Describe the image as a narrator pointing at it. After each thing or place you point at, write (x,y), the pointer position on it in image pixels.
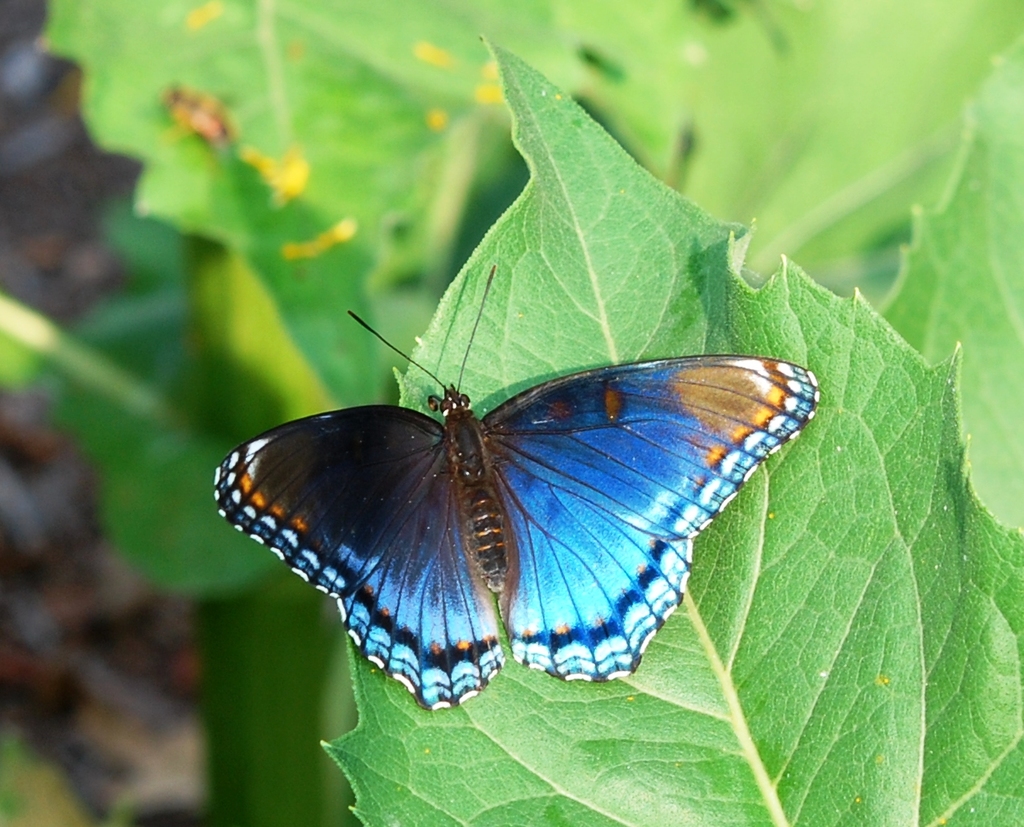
In this image I can see butterfly (640,450) which is blue, black and white color. It is on the leaf (809,365). Background (625,56) is in green color.
